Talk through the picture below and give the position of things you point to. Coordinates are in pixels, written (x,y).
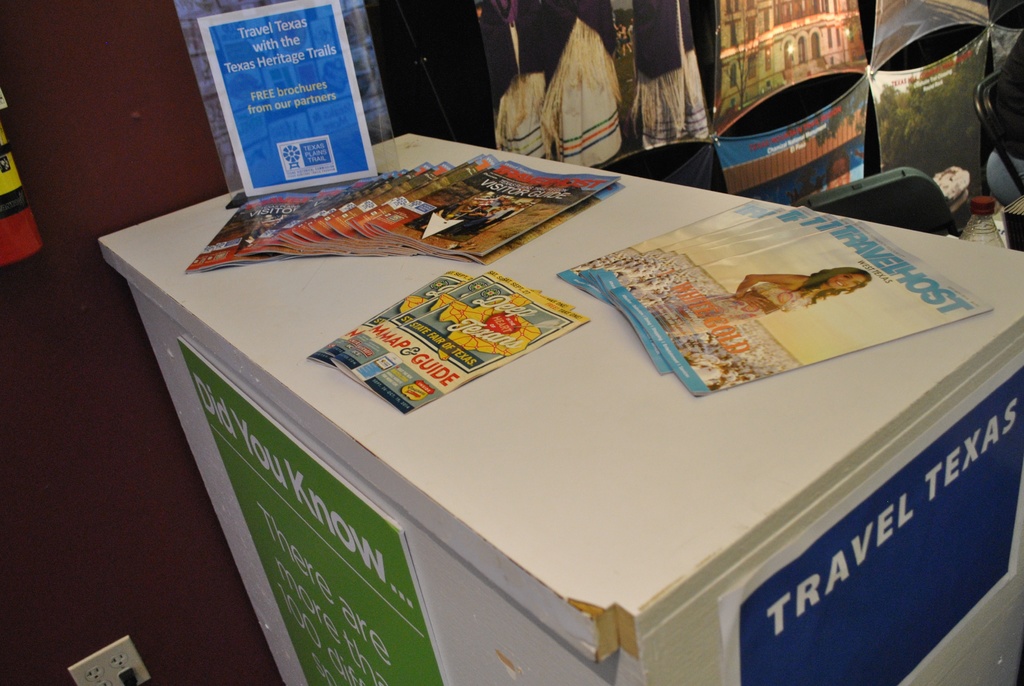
This picture is taken inside the room (164,419). In this image, in the middle (591,451), we can see a table (582,457), on that table (664,480), we can see some books (512,232) and a board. On the right side (909,112), we can see some cloth (839,29) with some painting (785,154). On the left side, we can see a switch board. In the background (929,48), we can see black color.
